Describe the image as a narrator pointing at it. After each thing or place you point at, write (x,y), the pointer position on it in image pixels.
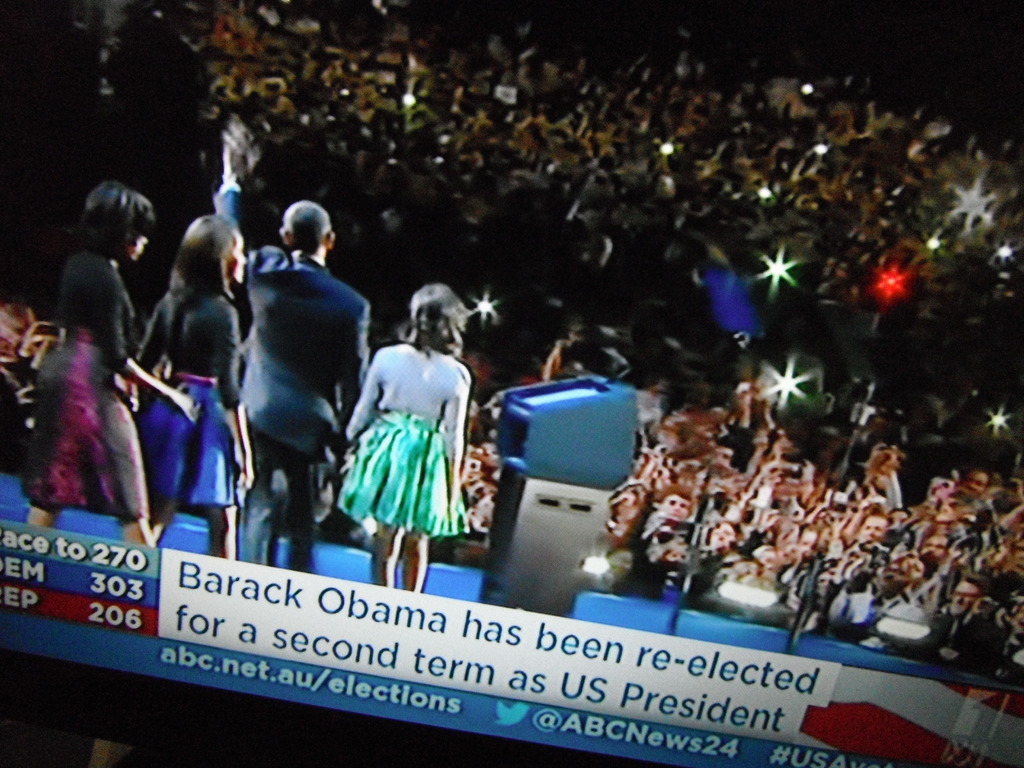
In this image we can see a group of persons (176,418) are standing, in front here are the group of persons (859,182) are standing, here is the light (768,272).
